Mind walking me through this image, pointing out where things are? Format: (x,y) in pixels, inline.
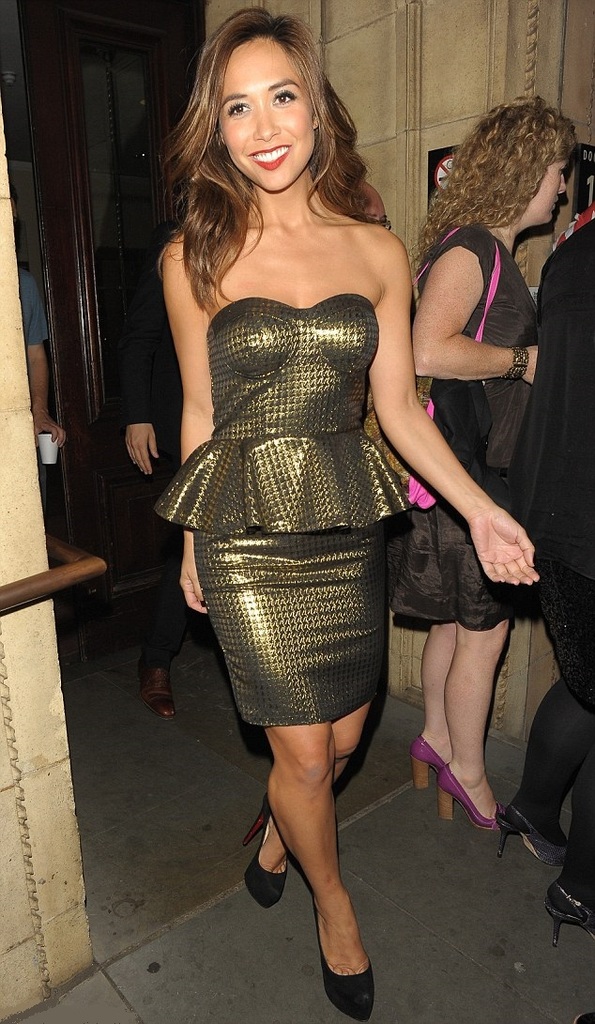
In this image, we can see two persons (477,298) wearing clothes (531,473) and standing beside the wall (428,119). There is an another persons (305,185) in the middle of the image (393,398) walking on the floor (412,936). There is a person hand (58,426) on the left side of the image (31,378) holding a cup (56,454).
